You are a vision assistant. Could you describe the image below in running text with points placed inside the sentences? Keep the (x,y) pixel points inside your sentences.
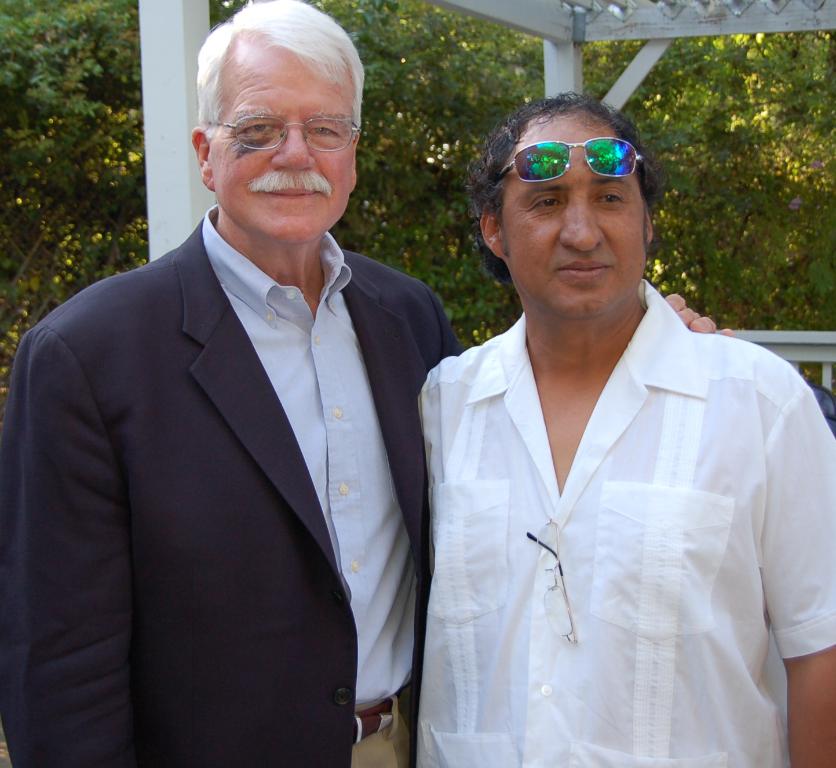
In the image there is an old (288,98) man with white hair (275,39) and suit (153,495) standing on left side (273,454) and on right side (562,484) there is a man (590,501) with white shirt (590,501) and glasses (564,165) and behind them it seems to be a shelter (640,26) followed by many trees (689,147) in the background (39,151).
